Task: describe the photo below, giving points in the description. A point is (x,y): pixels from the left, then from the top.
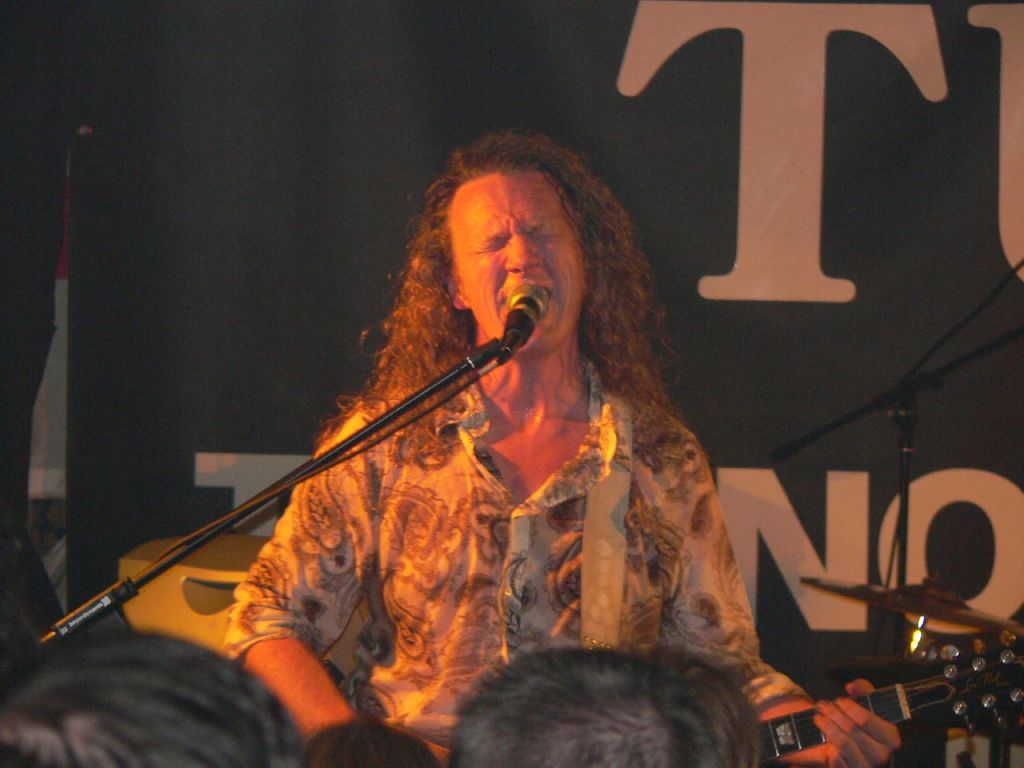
In this image, we can see a person (628,321) in front of the mic (527,292). There are persons heads (636,712) at the bottom of the image (206,722). There is a musical instruments (855,600) in the bottom right of the image (912,629).
